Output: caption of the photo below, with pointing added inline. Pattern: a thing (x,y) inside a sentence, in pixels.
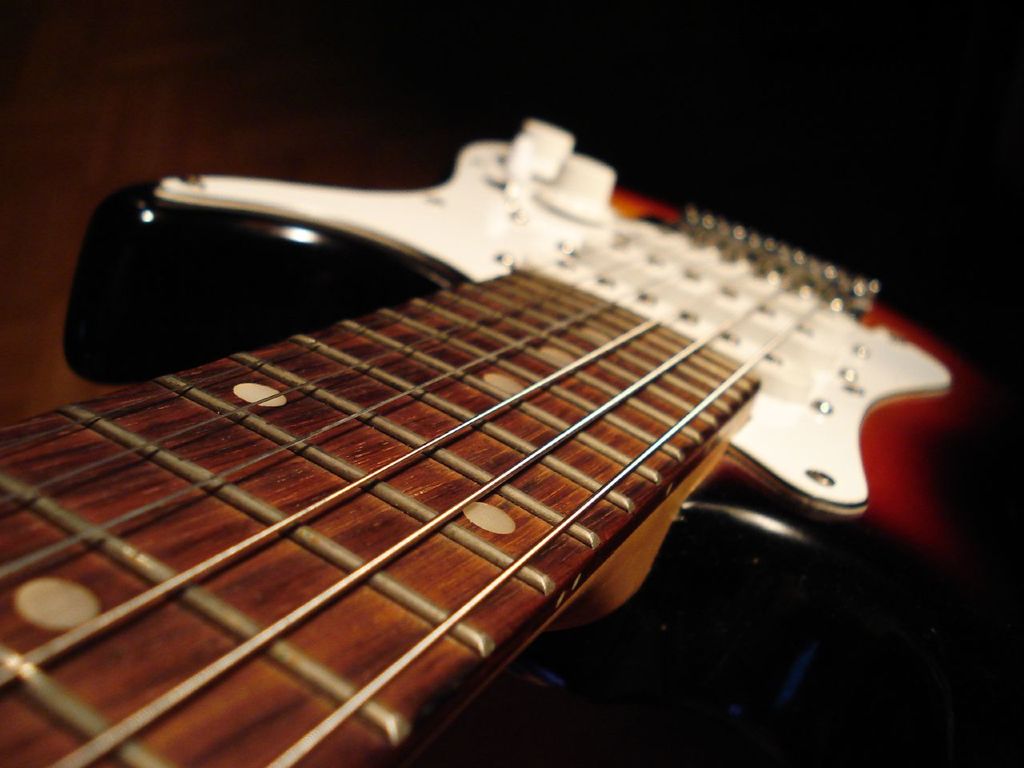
In this picture there is a guitar (196,586) in a close up.
